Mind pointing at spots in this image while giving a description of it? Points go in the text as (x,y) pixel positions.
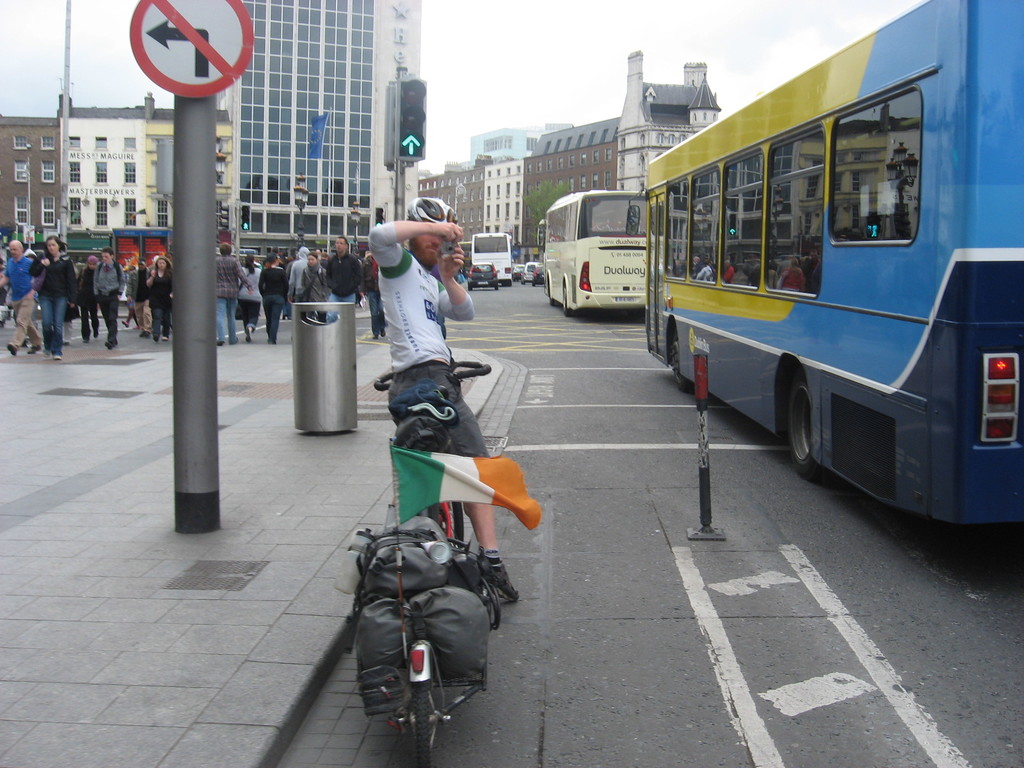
In this image I can see few roads (616,439) and on it I can see number of vehicles (612,265), number of people (332,271) and in the front (480,528) I can see one man (407,384) is standing on his bicycle (491,603). On the backside of the bicycle (466,597) I can see few bags (422,577) and a flag (419,507). I can also see he is holding a camera (443,253) and I can see he is wearing a helmet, white colour dress (430,282) and shorts (430,370). On the left side of this image (175,333) I can see few poles (209,362), a sign board (182,16) and signal lights (386,125). In the background (86,179) I can see number of buildings (425,179), the sky (515,89) and a flag (315,117).
